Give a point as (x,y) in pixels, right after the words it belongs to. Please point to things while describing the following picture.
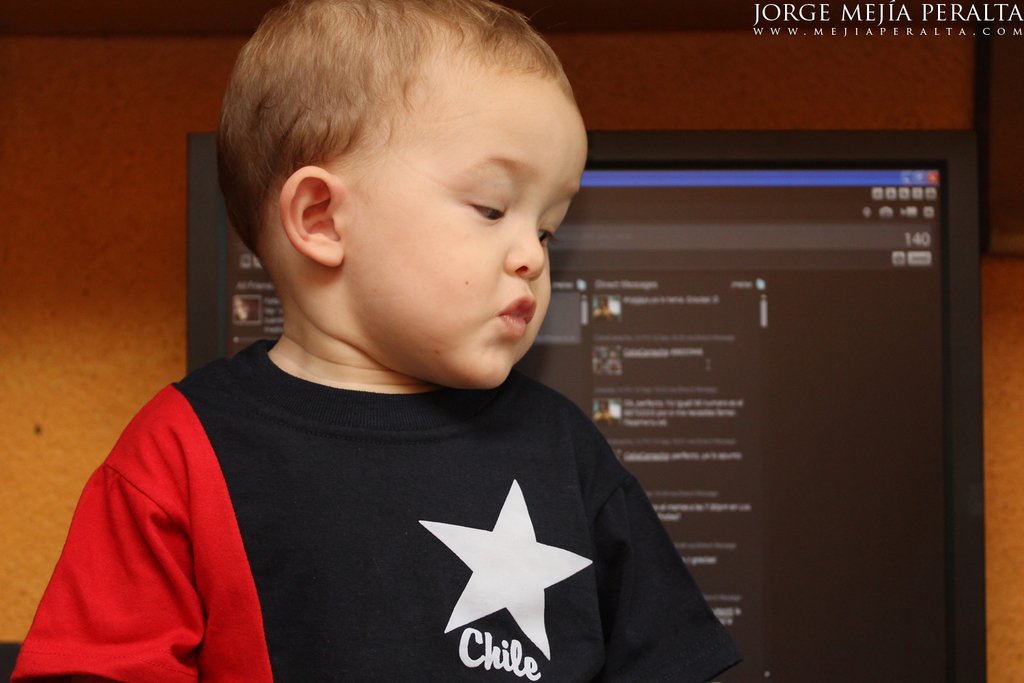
In this image we can see a boy (367,626) and behind there is a monitor (875,561) and in the background (968,87), we can see the wall (957,95) and there is some text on the image.
